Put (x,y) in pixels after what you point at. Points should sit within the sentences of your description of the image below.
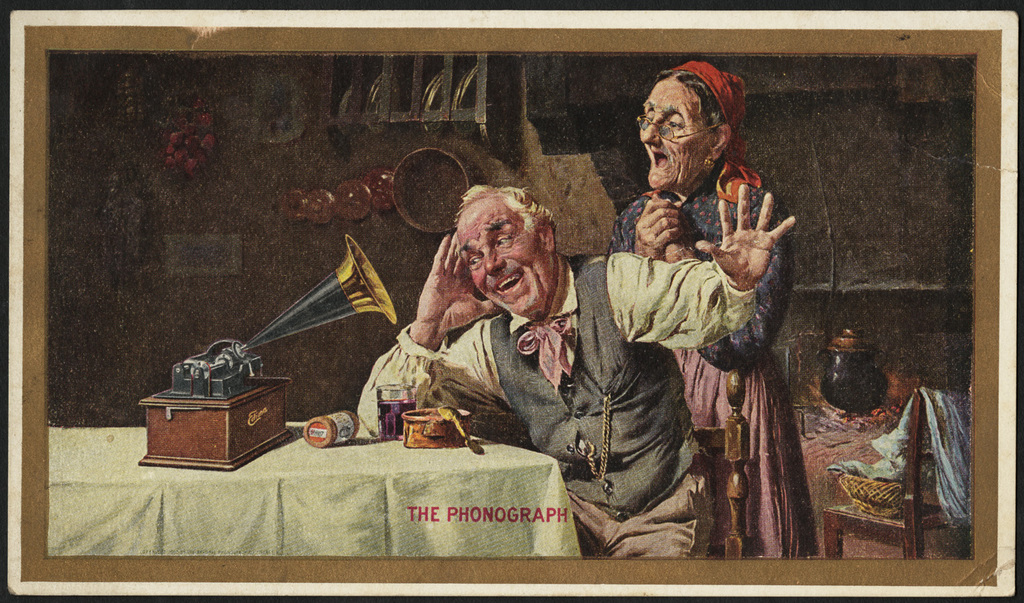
This is the picture of the photo frame (546,339). In this picture, we see the old man (570,383) is sitting on the chair (712,512). Behind him, we see the old woman (692,184) is standing. In front of him, we see a table (358,488) on which musical instrument (251,390), a glass (390,408) containing liquid (388,416) and some other objects (324,431) are placed. On the right side (914,492), we see a pot (843,402) and a chair (916,515) on which basket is placed. In the background (559,188), we see a brown wall (547,146) and a rack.
